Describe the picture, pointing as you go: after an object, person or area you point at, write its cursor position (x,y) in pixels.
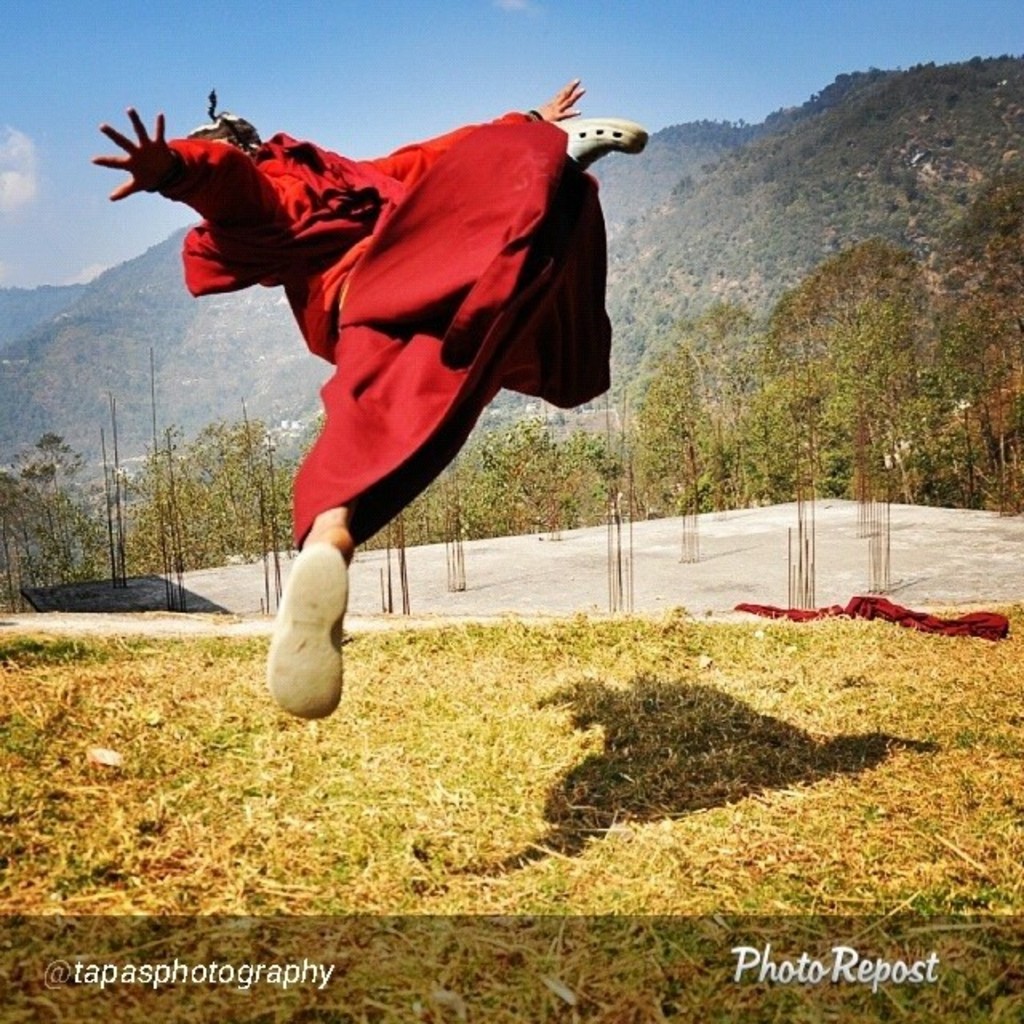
This is a person (325,494) jumping. This person (414,282) wore a red dress (346,253) and shoes (626,149). This is the grass (464,818). I can see the trees (900,426) and mountains (728,194). These are the iron rods (394,604). I can see the watermark (120,982) on the image.
